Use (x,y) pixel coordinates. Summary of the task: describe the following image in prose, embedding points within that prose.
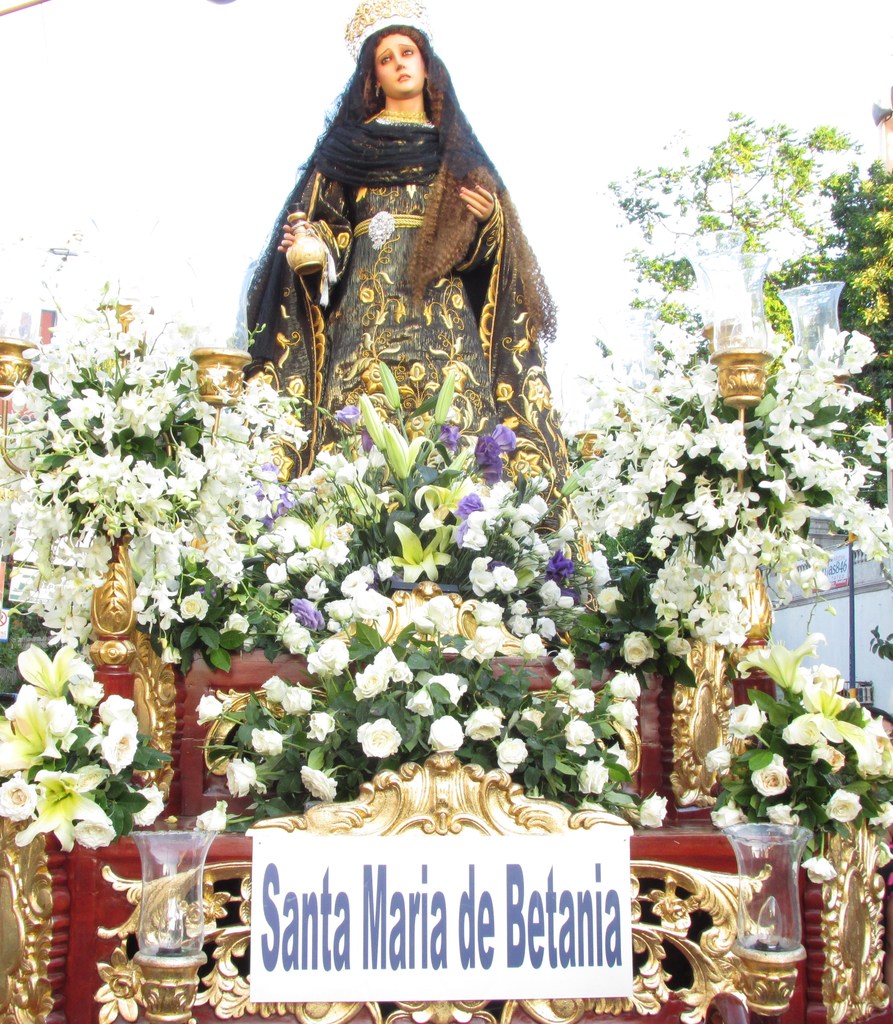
In this image I can see the statue (411,305) of the person (406,301) and the person (406,301) is wearing black and brown color dress (414,317). In front (393,652) I can see few flowers (379,677) in white, purple color and leaves (403,711) in green color and I can also see the board (425,947) in white color. Background (614,67) the sky (587,156) is in white color.
